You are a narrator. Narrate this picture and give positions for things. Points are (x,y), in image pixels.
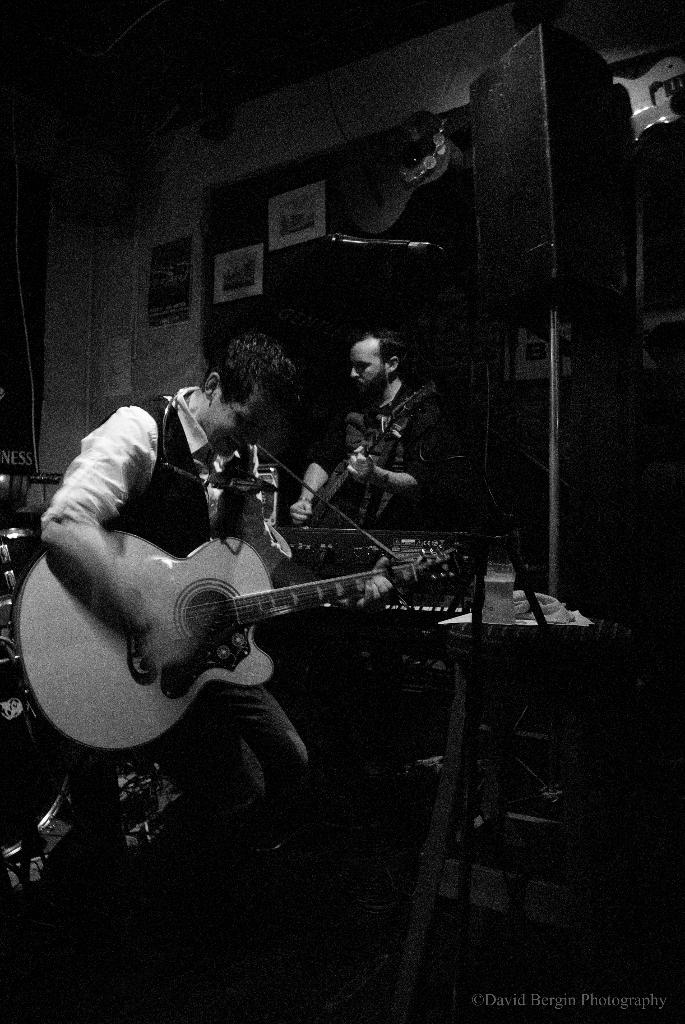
It is a black and white where two people (218,404) are present and at the left corner of the picture (144,454) one person (204,412) is wearing black and white shirt (172,495) and playing a guitar (228,559) and behind him there is another person (424,422) in black dress (420,471) playing guitar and between them there are speakers (497,222), keyboard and behind them there is a wall (366,295) on which a guitar (404,164) and papers (170,287) are placed.
